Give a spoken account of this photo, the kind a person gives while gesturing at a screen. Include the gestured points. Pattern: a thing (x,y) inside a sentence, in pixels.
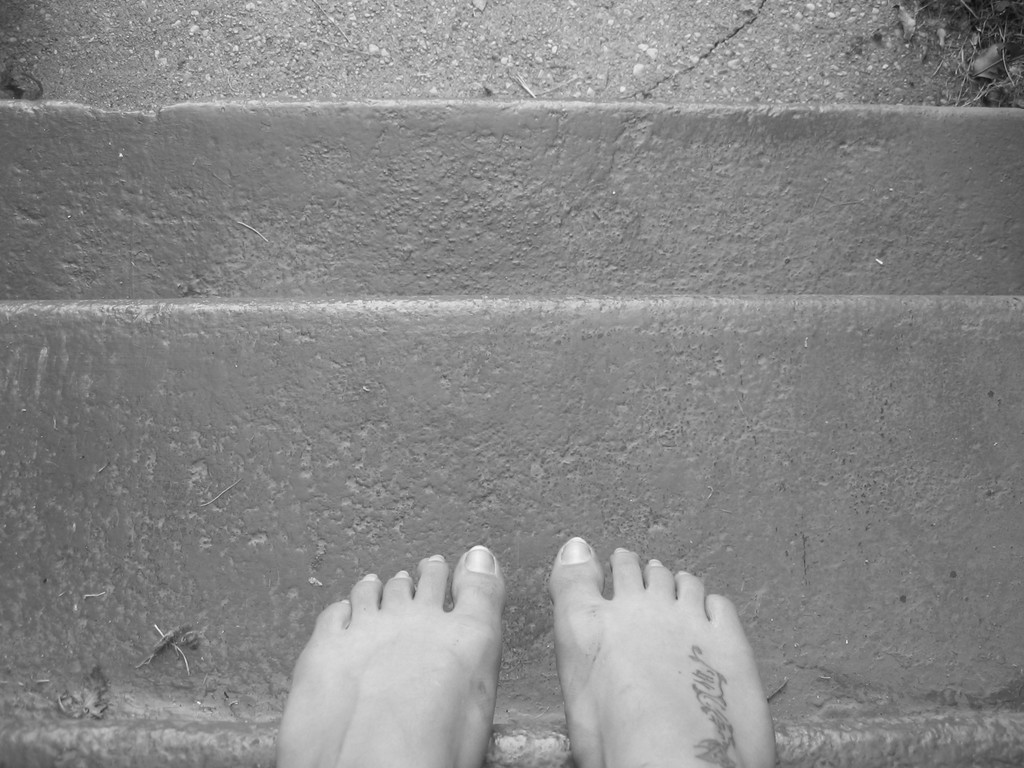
This is a black and white image. In this we can see a person's foot (685,711). On the foot (709,715) something is written. Also there are steps (423,279).
